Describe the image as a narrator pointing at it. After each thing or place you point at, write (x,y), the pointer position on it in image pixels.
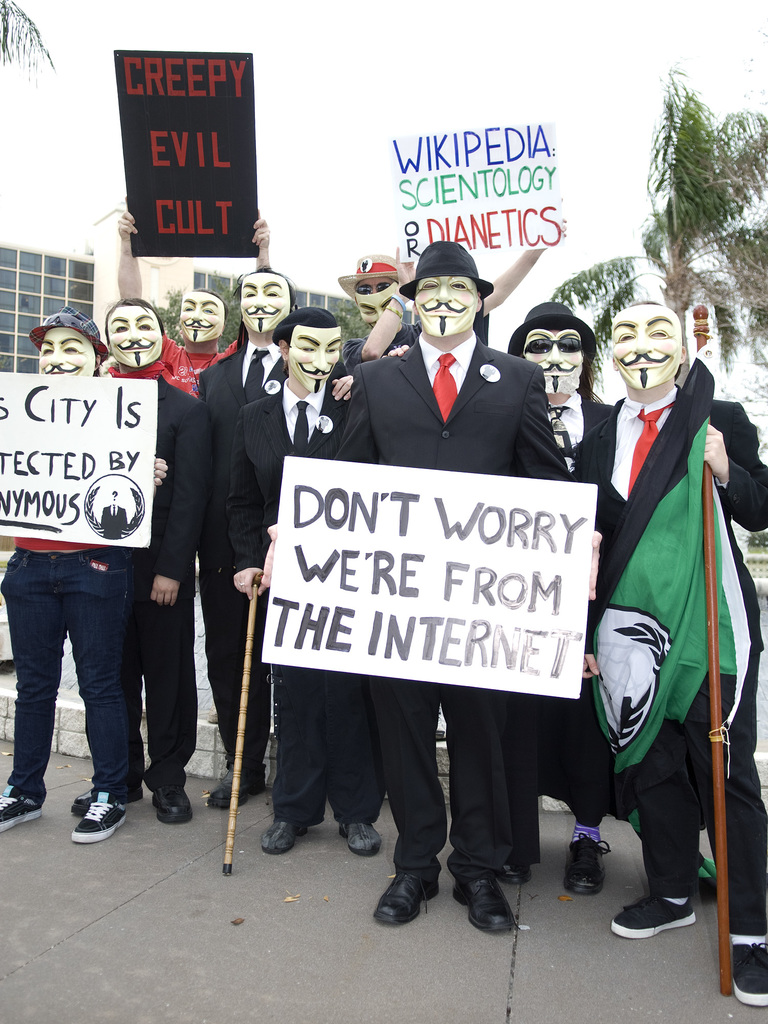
In this picture we can see a group of people (232,535) in the fancy dress (183,492) and some people (480,466) holding the boards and sticks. Behind the people (152,530) there are trees (679,256), building (79,256) and a sky (503,97).
